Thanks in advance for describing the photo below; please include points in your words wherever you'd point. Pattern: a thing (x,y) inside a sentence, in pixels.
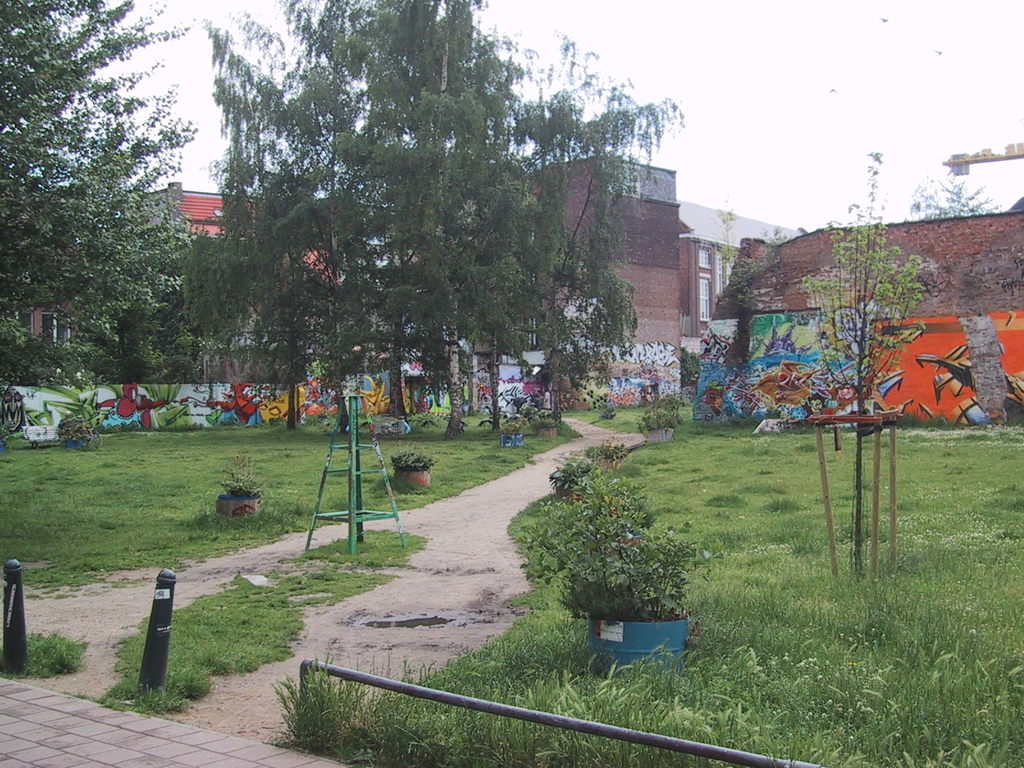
These are trees (377,168) and buildings (627,233), these is grass (784,689).
